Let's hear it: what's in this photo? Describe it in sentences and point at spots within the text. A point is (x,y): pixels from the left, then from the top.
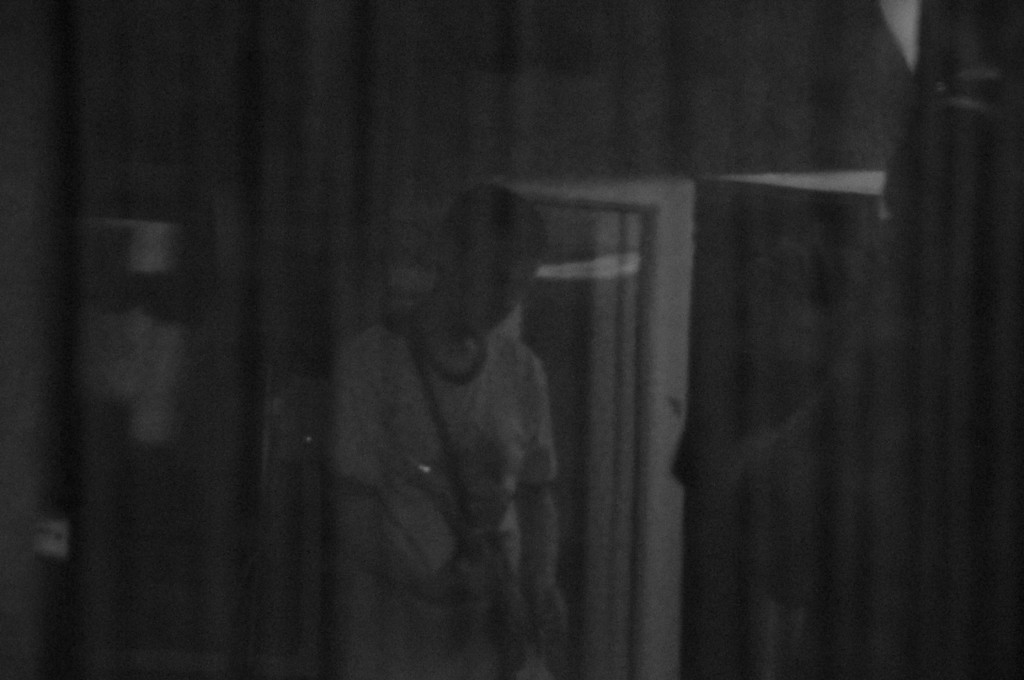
This image consists of a person (408,587) standing. In the background (1005,157), it looks like a wall (796,201). The image is blurred.
